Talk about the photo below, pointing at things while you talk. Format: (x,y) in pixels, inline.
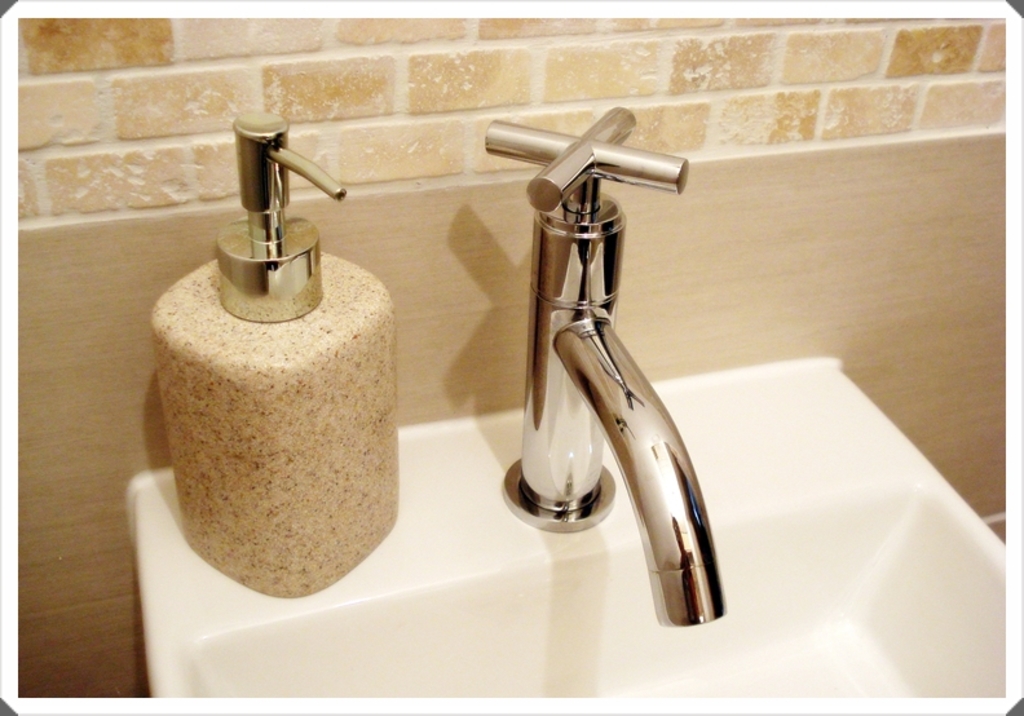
In the image there is a sink (366,643) and on the sink (381,663) there is a tap (548,282) and beside that there is a bottle (244,357), in the background (44,156) there is a wall (79,151).
